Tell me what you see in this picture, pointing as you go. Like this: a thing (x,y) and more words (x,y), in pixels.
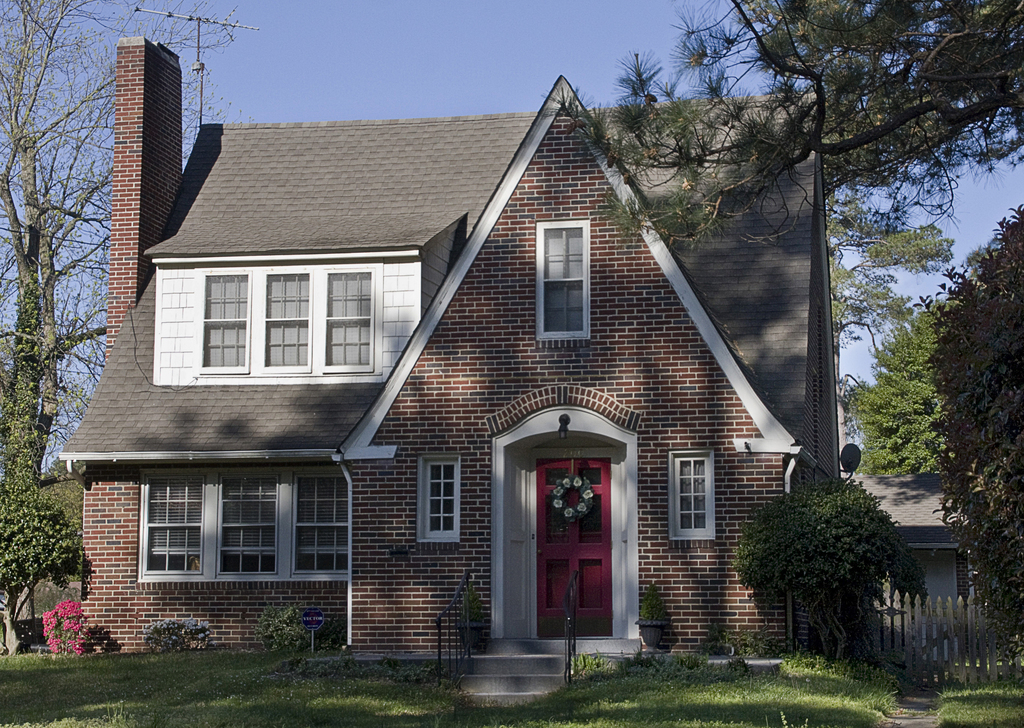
In this image there is a house (405,373) with glass windows (305,359) and a wooden door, on top of the house (212,182) there is an antenna (197,48), beside the house (806,302) there are trees (629,203), in front of the house (123,633) there are flowers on plants (82,642), in front of the wooden door (545,513) there are stairs (508,665), beside the stairs (516,655) there is a metal rod fence (569,593), beside the house (786,619) there is wooden fence (907,599) and there is another house (923,498).
